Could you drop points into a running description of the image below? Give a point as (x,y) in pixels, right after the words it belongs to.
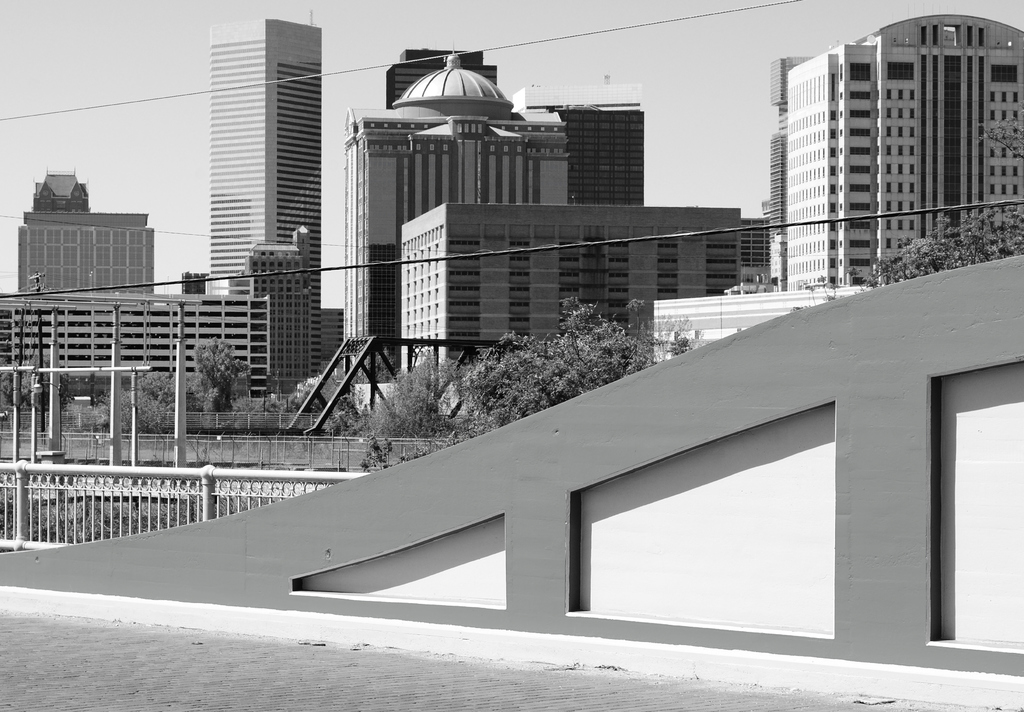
This image is a black and white image. This image is taken outdoors. At the top of the image (111,96) there is the sky (519,50). At the bottom of the image (290,668) there is a floor (212,689). In the middle of the image (508,289) there are many buildings (487,279). There are a few trees (446,377) and plants (253,410). There are many iron bars (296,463). There is a railing (164,492). There is a wall (701,543) and there is a fence (324,440).
